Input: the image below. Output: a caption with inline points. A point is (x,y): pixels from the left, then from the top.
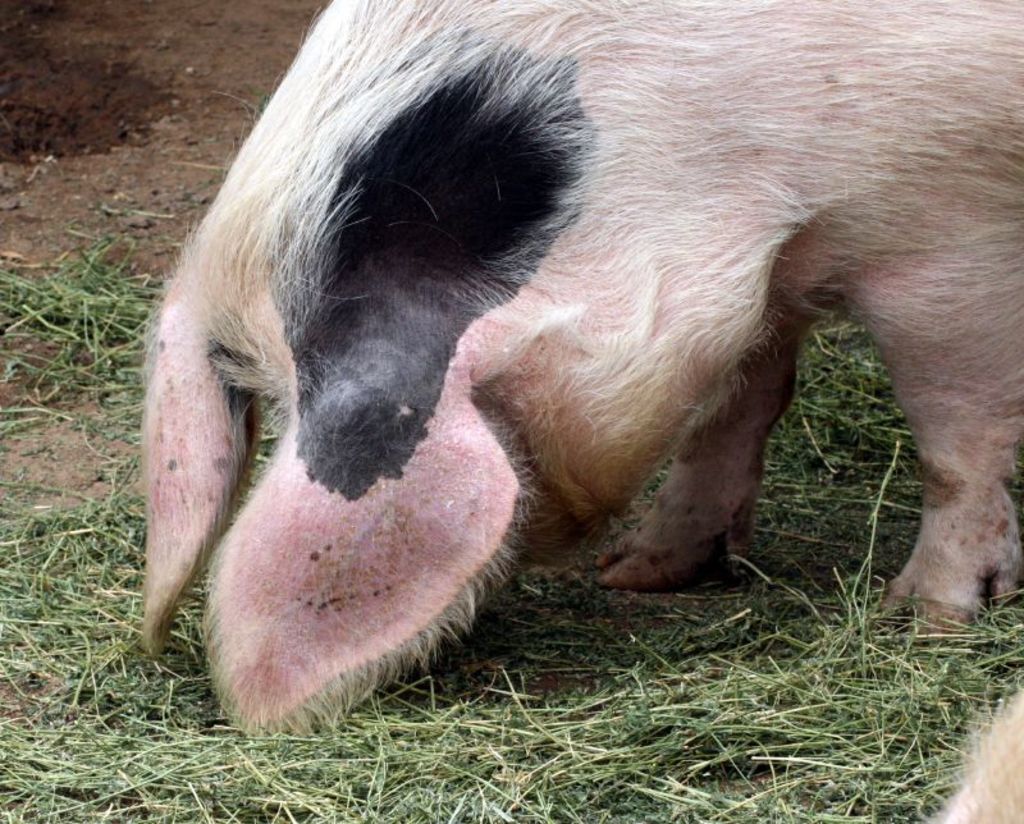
In the center of the image (426,350) we can see pig (383,527) on the grass (398,732).
